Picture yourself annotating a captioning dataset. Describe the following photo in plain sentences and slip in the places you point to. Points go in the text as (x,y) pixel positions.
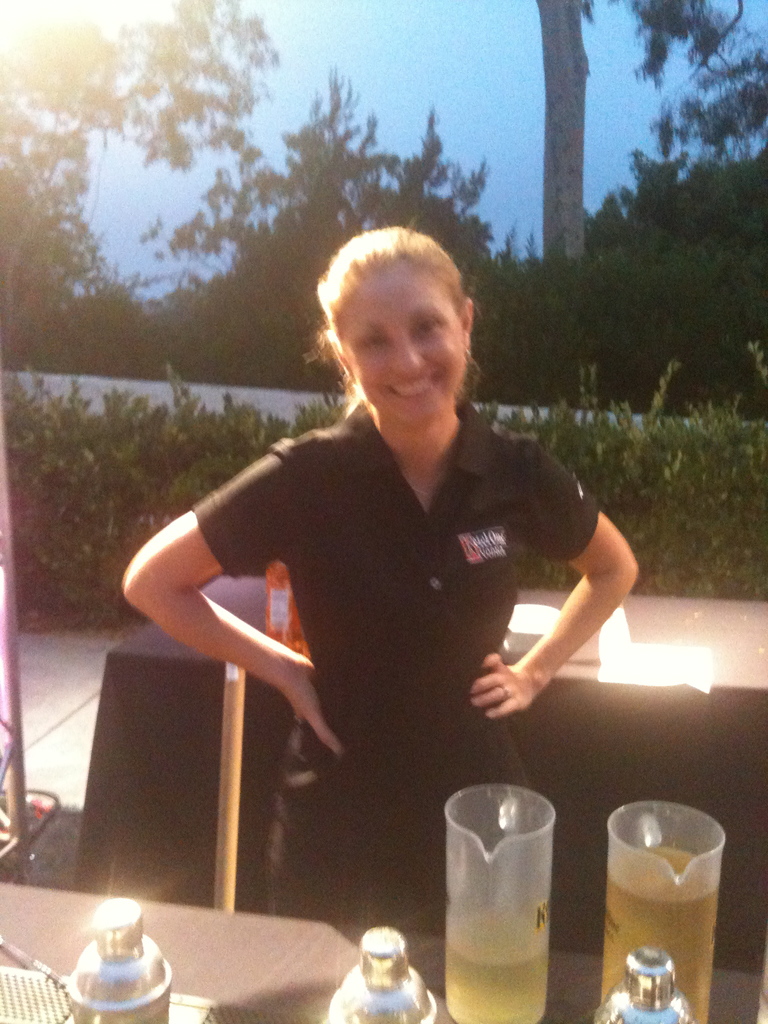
This is an outside view. In the middle of the image (383,556) there is a woman (400,645) wearing black color dress (355,740), standing, smiling and giving pose for the picture. In front of her there is a table (288,963) on which shakers (153,957), jars (506,852) and some other objects (50,989) are placed. At the back of her there is another table (167,665) which is covered with a black color cloth (147,720). On the table (151,708) there are some objects (276,620). In the background (328,416) there are many plants (663,506) and trees (301,215). At the top of the image (408,43) I can see the sky (453,57).
